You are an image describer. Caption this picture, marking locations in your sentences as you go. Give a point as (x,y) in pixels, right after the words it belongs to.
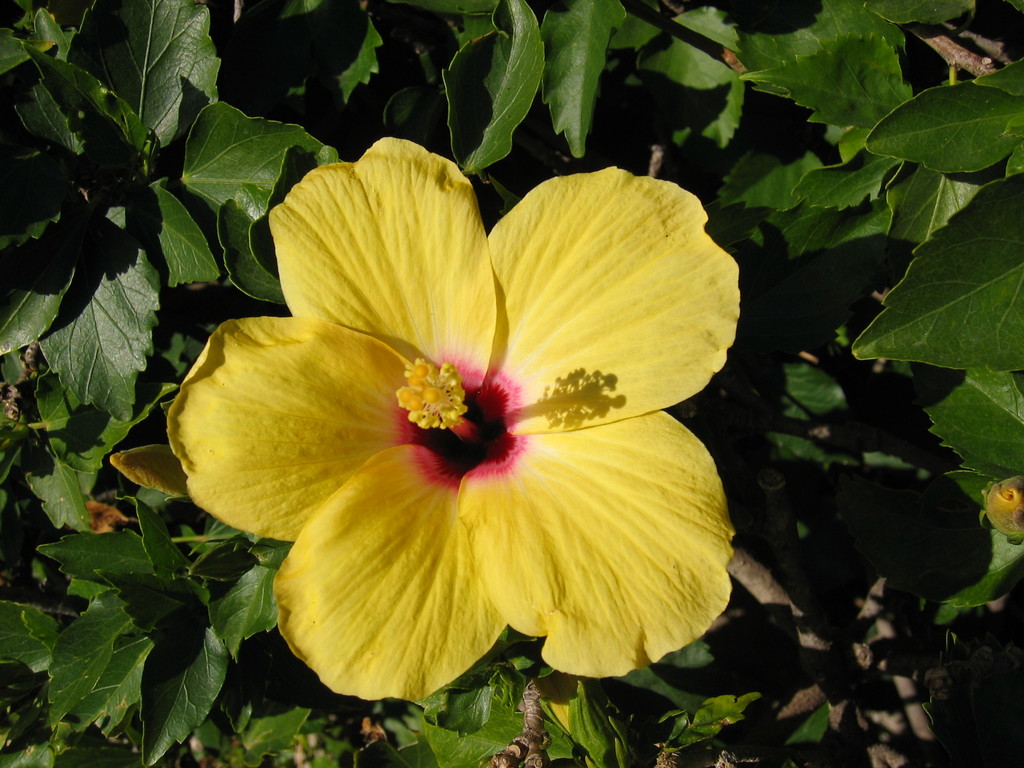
In this image there is a flower (420,508), around the flower (556,263) there are leaves (771,226) and branches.
